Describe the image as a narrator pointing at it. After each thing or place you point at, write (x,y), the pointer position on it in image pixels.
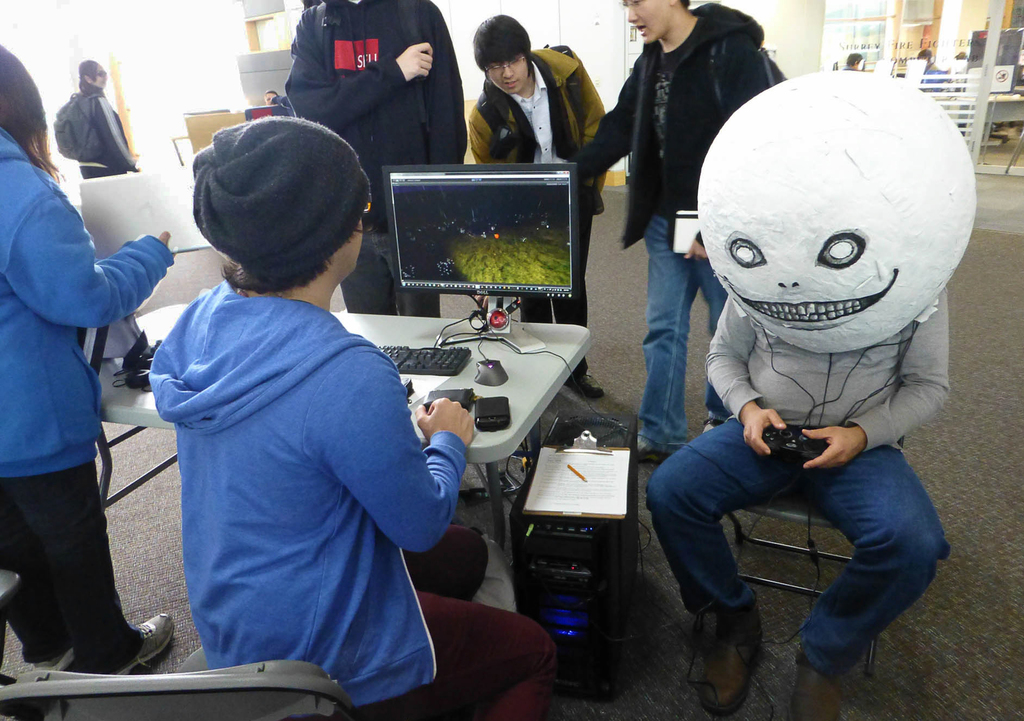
In this image we can see one member (330,512) is sitting on the chair (339,695). In front of him one table (528,383) is there and on table (478,357) monitor (503,240), key board (441,357), mouse (484,372) and some things (476,407) are there. Bottom of the image (562,589) CPU (586,572) is present. On CPU (574,557) paper (593,497) and pad (582,449) is there. Right side of the image (790,471) one man (826,463) is sitting on the chair (787,495) and he is wearing mask (854,235) and holding controller (802,440) in his hand (812,432). Background of the image (642,112) three men (593,95) are standing. Left side of the image (88,535) one girl (76,392) is standing.
